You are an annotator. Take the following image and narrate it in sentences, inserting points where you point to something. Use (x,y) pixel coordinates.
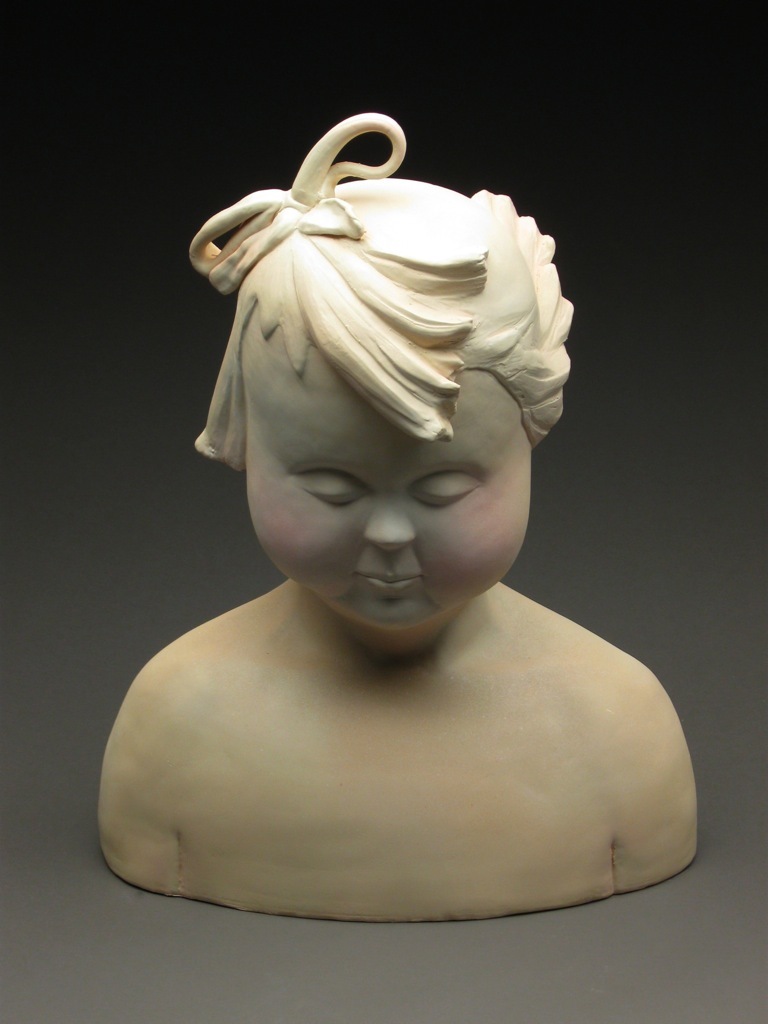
In this image I can see in the middle (357,428), it looks like a mannequin (471,428).
